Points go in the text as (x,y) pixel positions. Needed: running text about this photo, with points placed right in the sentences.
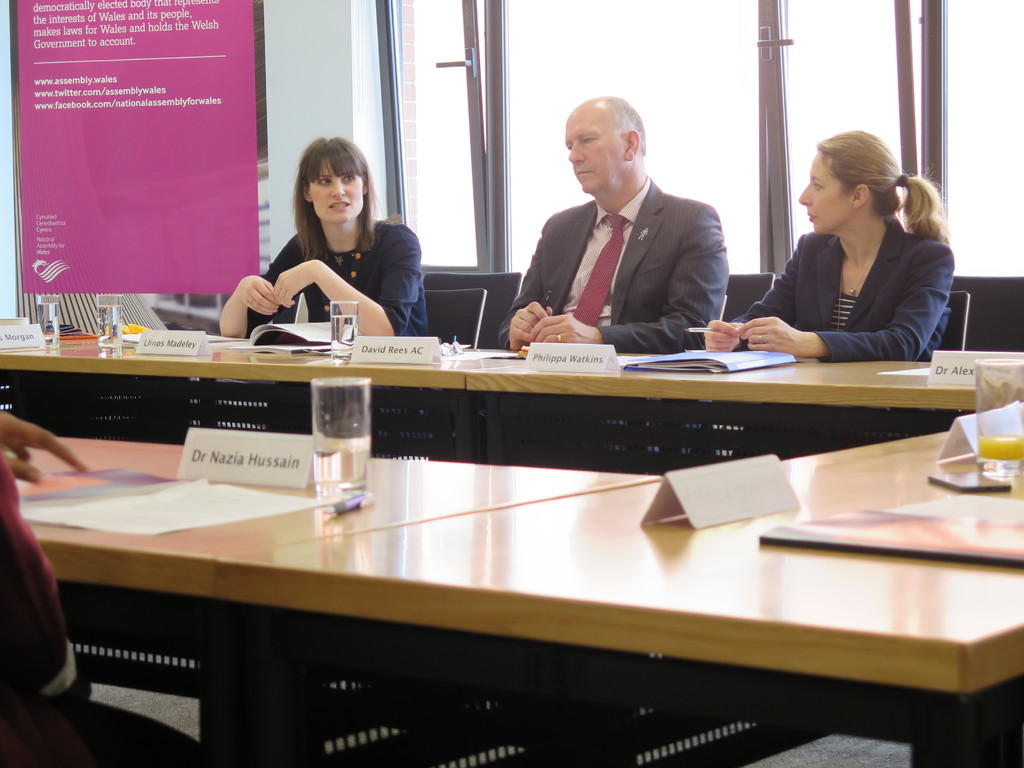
In this image there are three persons (398,264) who are sitting on a chair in front of them there is one table (165,379) and on the table (129,377) there are some books (639,371) glasses (334,337) and name plates (368,336) are there and in the middle of the image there is one glass window (637,67) and on the left side of the image (142,129) there is one poster (114,183).
